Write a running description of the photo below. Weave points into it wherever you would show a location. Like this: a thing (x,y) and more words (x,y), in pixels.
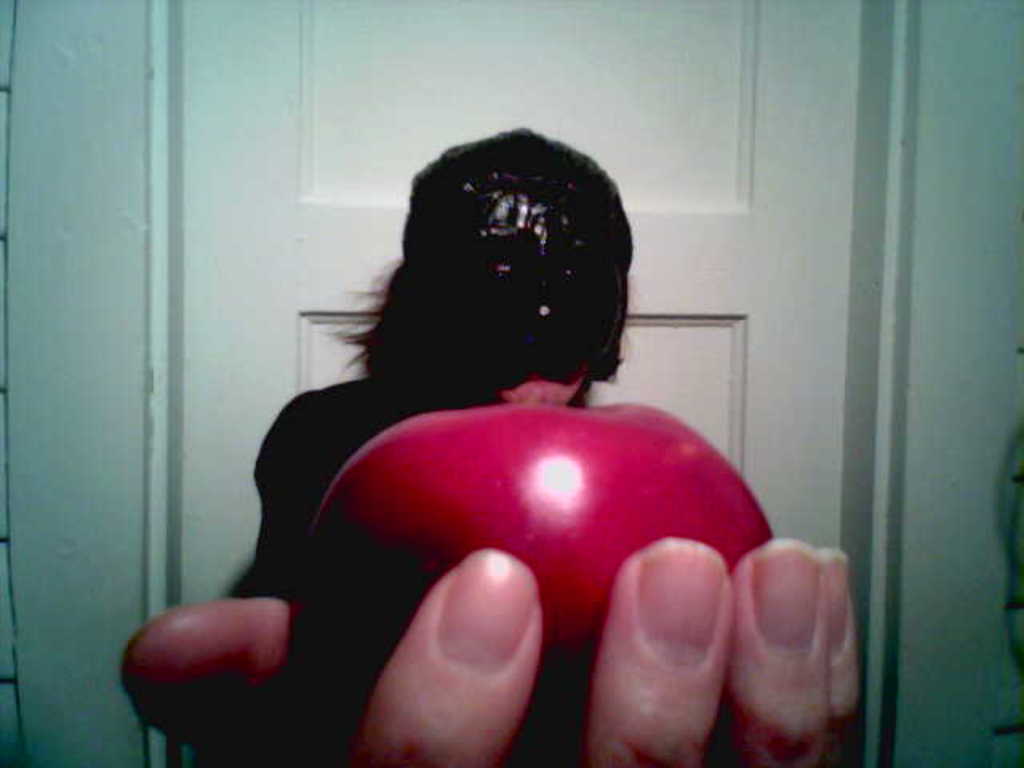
In the center of the image (457,494) we can see a person (452,205) holding an apple (419,513). In the background (702,314) there is a door (763,162) and a wall (987,226).
